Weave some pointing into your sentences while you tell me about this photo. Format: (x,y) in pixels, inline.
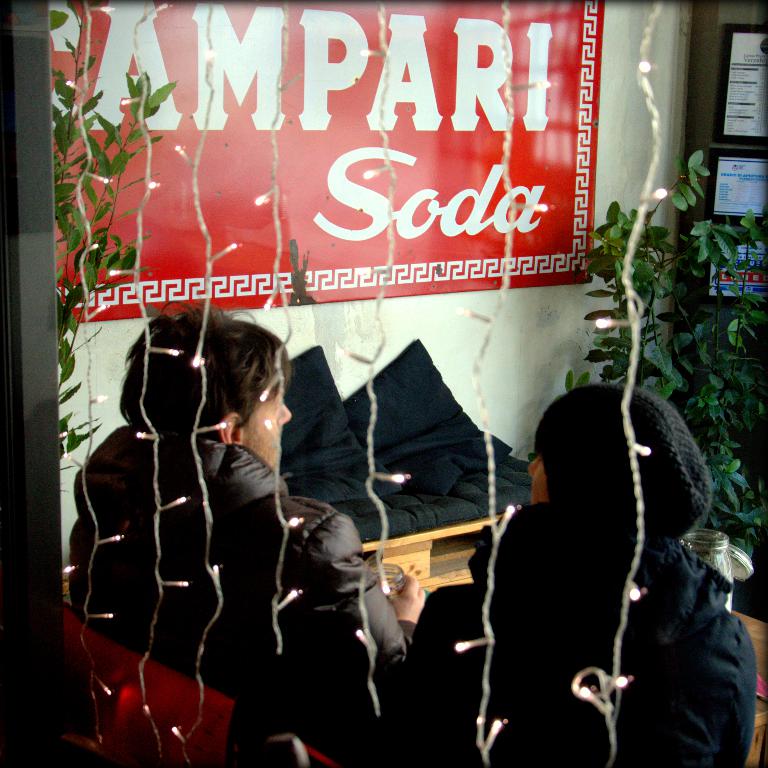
This picture seems to be clicked inside the room (447,457). In the foreground (231,532) we can see the two people (244,383) wearing jackets (265,666) and seems to be sitting on the chairs (186,695) and we can see the tables (760,653) on the top of which some items (740,562) are placed. In the background (629,133), we can see the wall (618,100), the text (461,97) on the poster (558,245) which is attached to the wall (622,117) and we can see the green leaves (732,366) and some devices (732,47) and we can see the decoration lights (89,9).
